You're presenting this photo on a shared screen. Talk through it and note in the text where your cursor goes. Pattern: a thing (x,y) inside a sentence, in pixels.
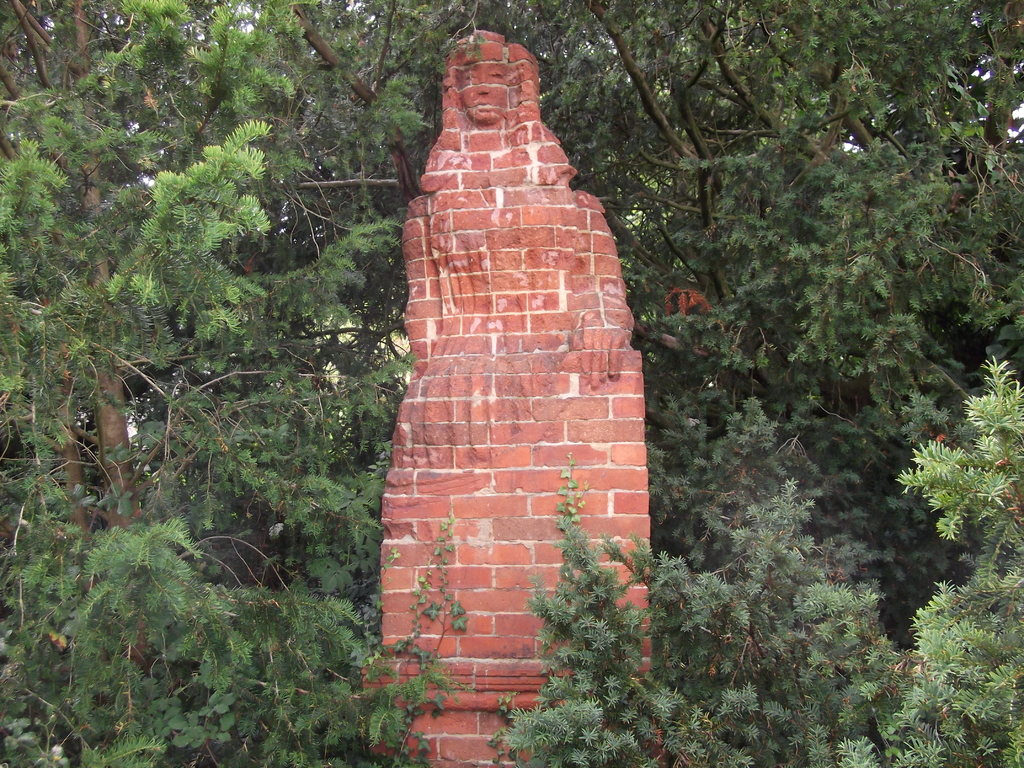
In this image there is a statue (424,231) of a person (479,177). Background (954,256) there are few trees (970,314).
